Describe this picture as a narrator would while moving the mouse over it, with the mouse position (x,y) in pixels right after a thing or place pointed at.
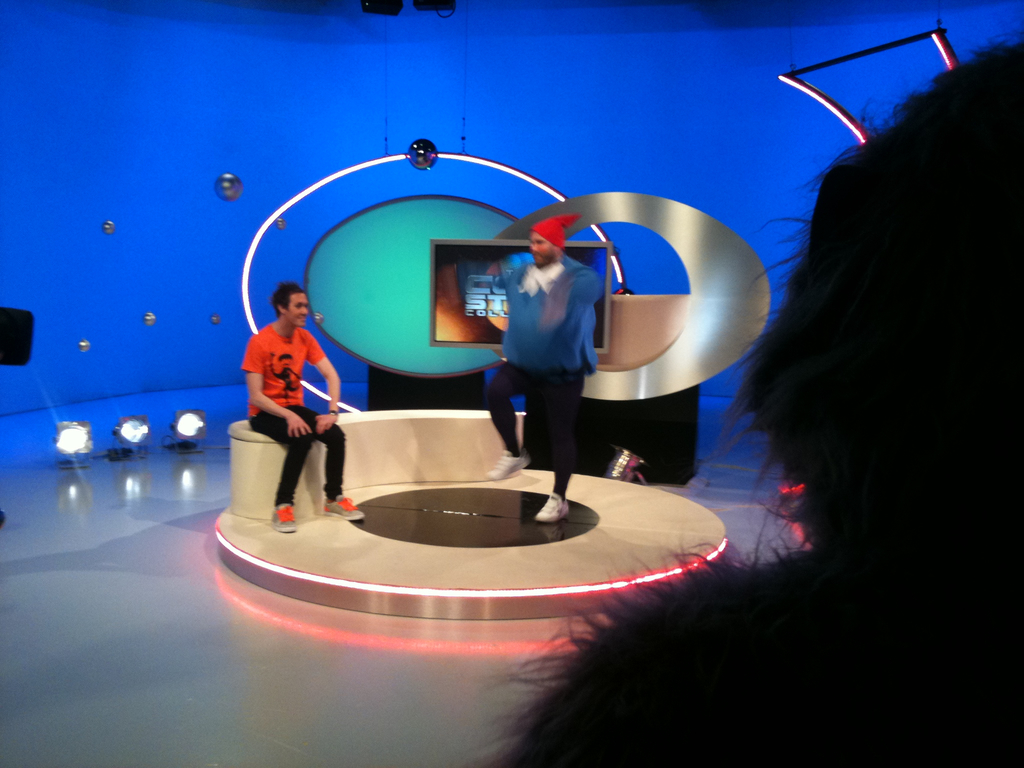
In this image I can see one person (505,373) is standing and one person (336,383) is sitting. Back I can see few objects (756,340) and blue color background (193,340). I can see few lights (122,428) and black color object (832,492) in front (831,413).
